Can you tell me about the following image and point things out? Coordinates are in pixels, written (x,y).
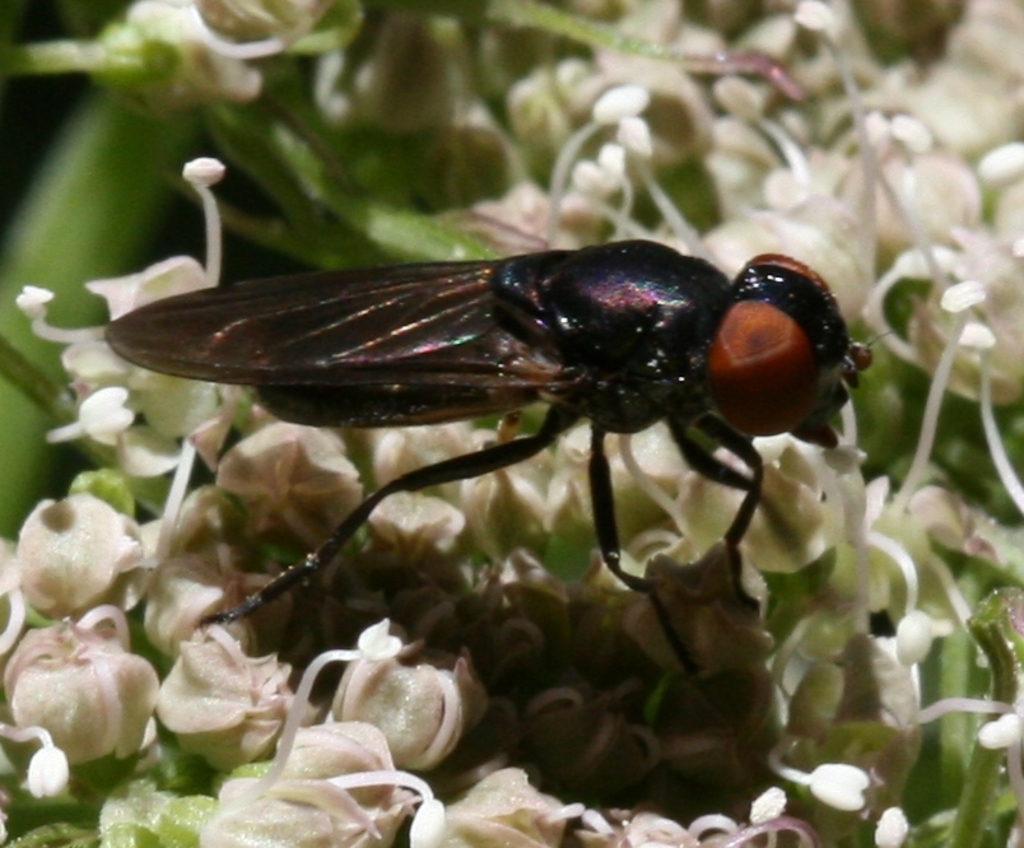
In this image I can see an insect (231,293) which is in black and brown color and the insect (401,393) is on the flowers (399,637), and the flowers (374,670) are in white color.
